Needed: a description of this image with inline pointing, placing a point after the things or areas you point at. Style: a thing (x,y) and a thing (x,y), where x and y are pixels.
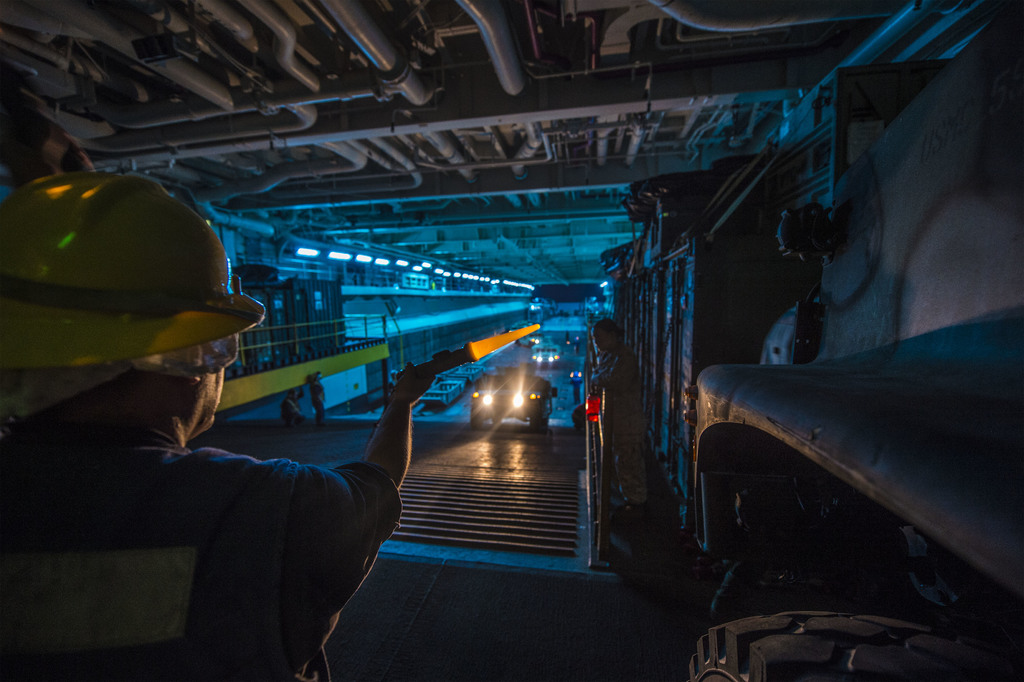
This image is taken in a ship (488,451). In the center of the image (493,406) we can see vehicles (529,384). At the top of the image (431,129) we can see pipes (381,146).
